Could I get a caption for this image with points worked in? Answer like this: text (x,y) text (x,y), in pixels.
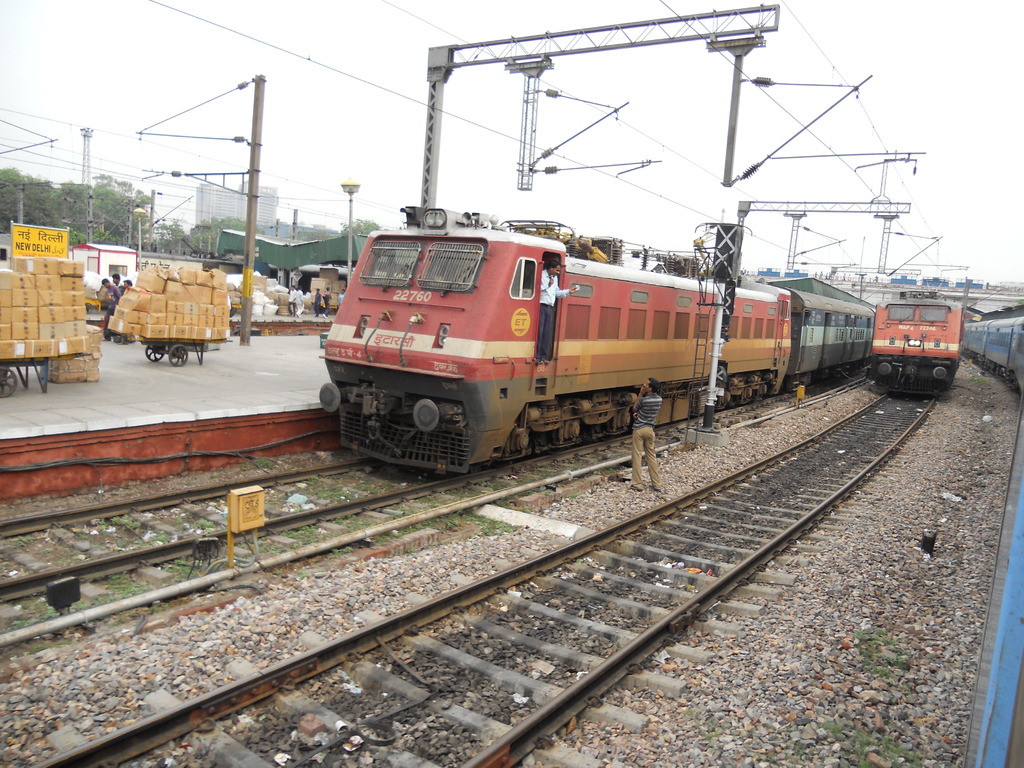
In this image we can see trains (765,358) on the track (743,529) and there are people (108,332). There are cardboard boxes (45,283) placed on the stands (163,338). In the background (79,143) there are poles (89,132), wires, trees (125,223), buildings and sky (384,195). There is a platform (126,356).
